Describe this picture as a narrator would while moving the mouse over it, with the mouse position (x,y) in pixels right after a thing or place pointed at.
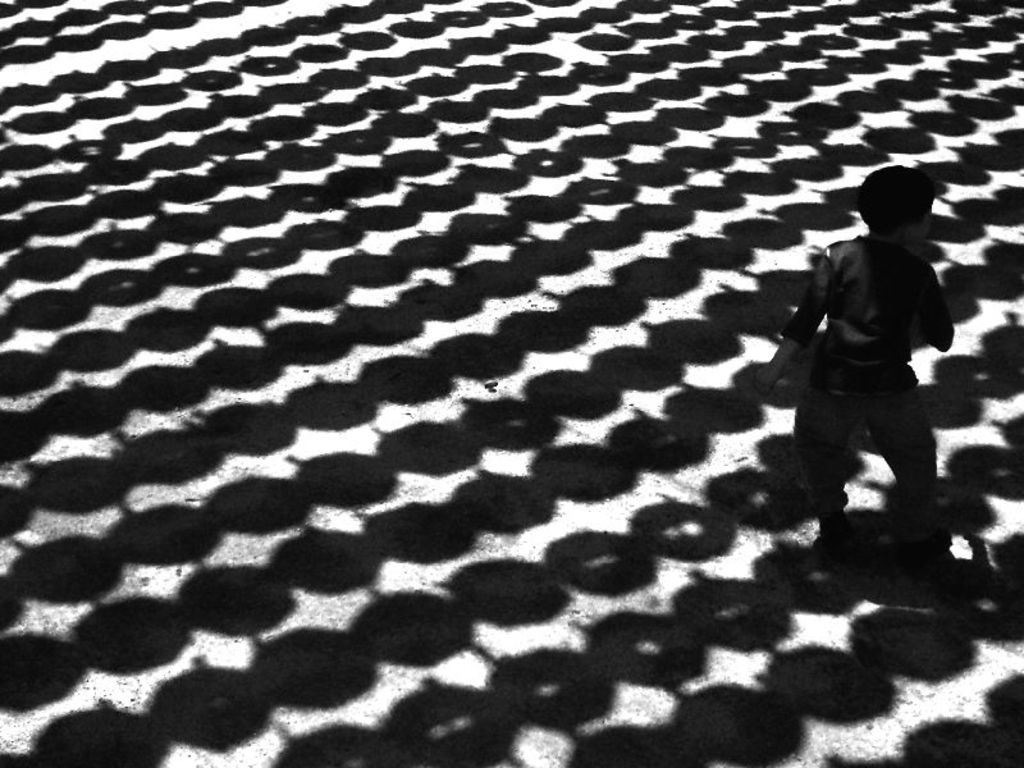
In this picture we can see a person (903,250) standing on the right side (874,245). We can see the shadows (351,142) of some objects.
